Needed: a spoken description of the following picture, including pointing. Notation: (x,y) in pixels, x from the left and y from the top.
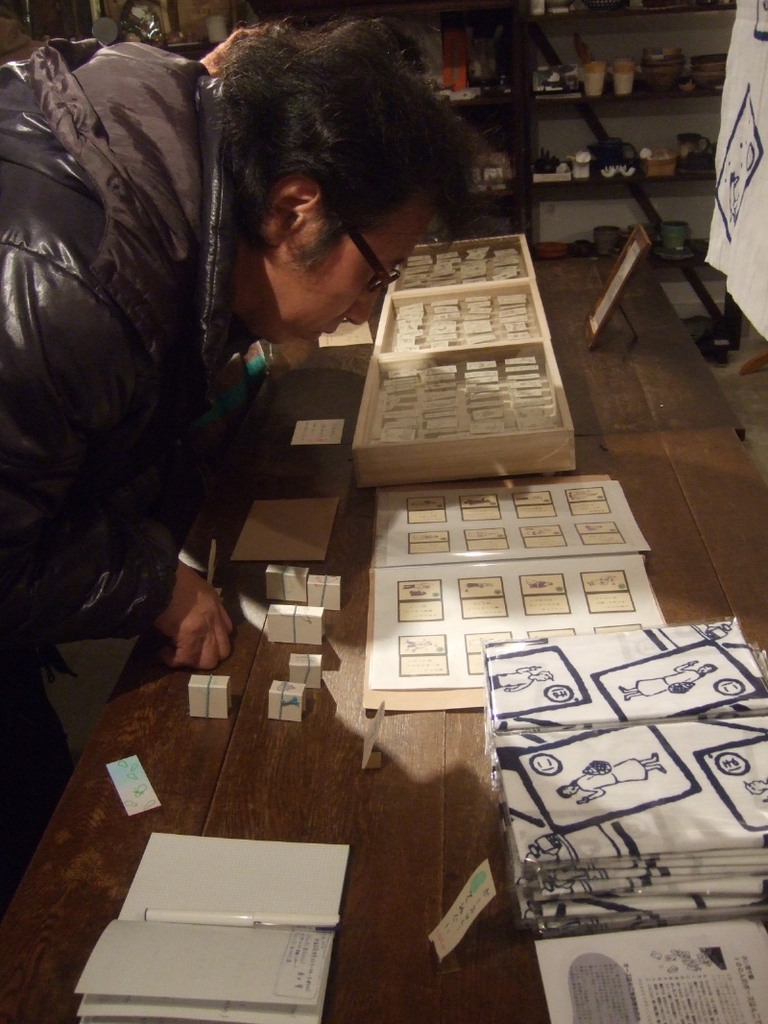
In this picture we can see a man (111,153), in front of him we can see tables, on these tables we can see some objects (416,516) and in the background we can see racks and some objects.
